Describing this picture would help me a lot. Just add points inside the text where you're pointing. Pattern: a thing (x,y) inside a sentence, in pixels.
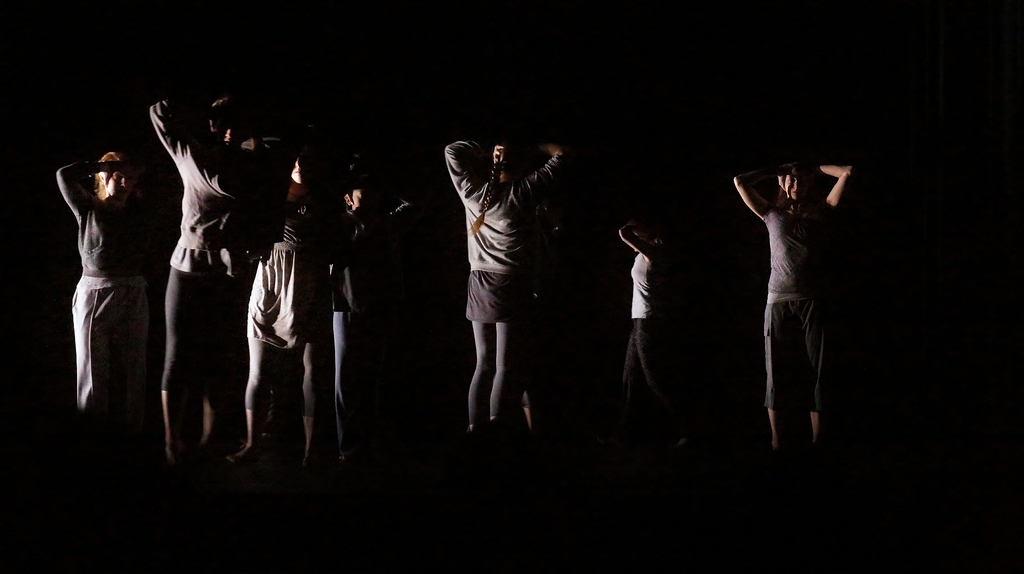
In this picture we can see a group of people (496,295) are standing and holding their hands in upwards. In the background (568,363) the image is dark.
